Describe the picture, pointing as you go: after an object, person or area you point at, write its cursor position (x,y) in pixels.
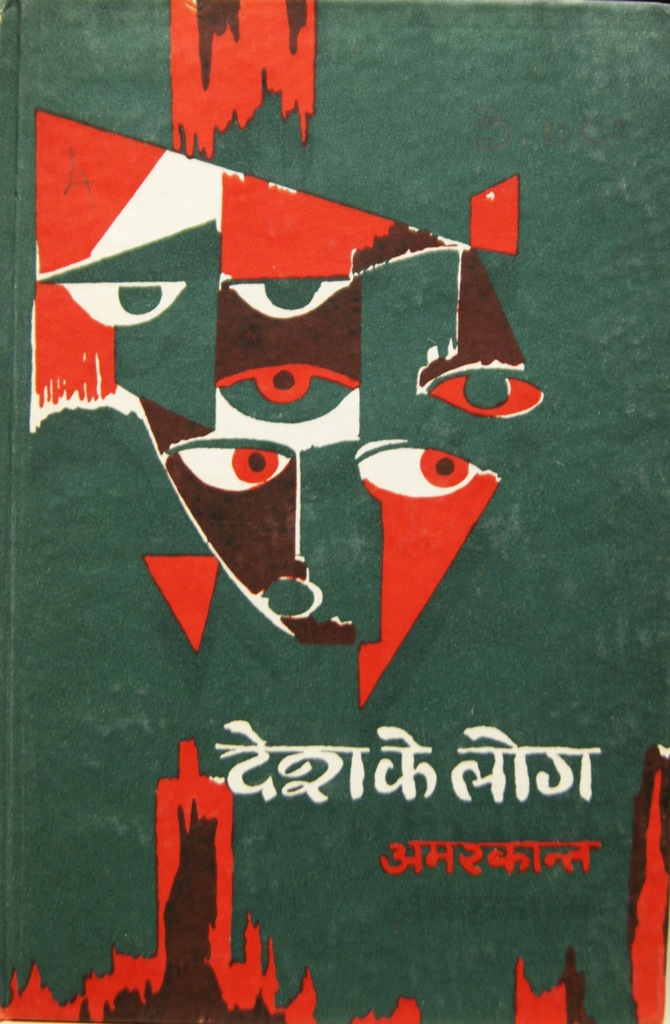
As we can see in the image there is cover page (262,334) of book (310,452). At the bottom (524,779) there is something written.
